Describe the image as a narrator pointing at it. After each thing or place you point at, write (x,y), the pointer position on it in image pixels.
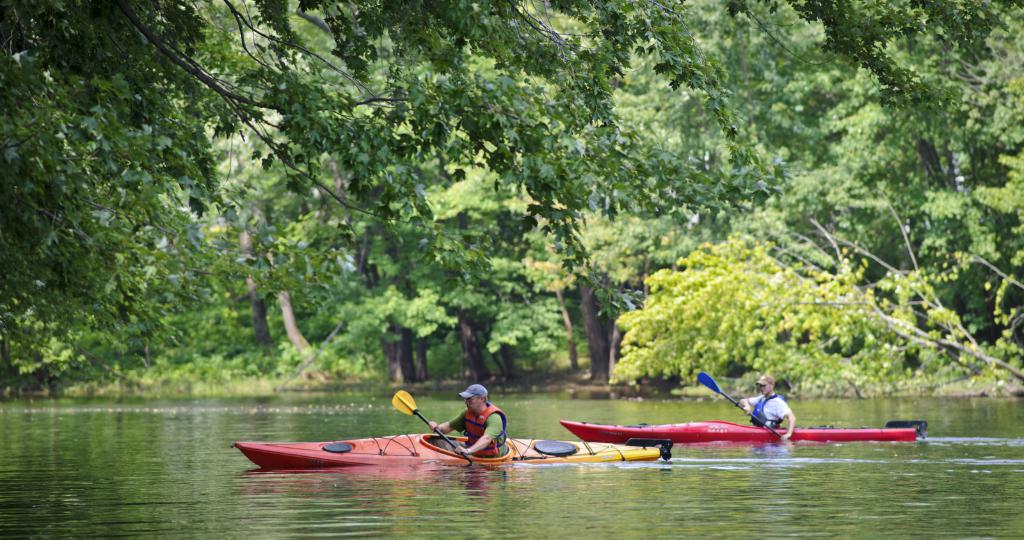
In this picture we can see there are two people (756,407) sitting on boats (403,449) and holding the paddles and the boats (383,440) are on the water (382,423). Behind the people (465,434) there are trees (327,320).
